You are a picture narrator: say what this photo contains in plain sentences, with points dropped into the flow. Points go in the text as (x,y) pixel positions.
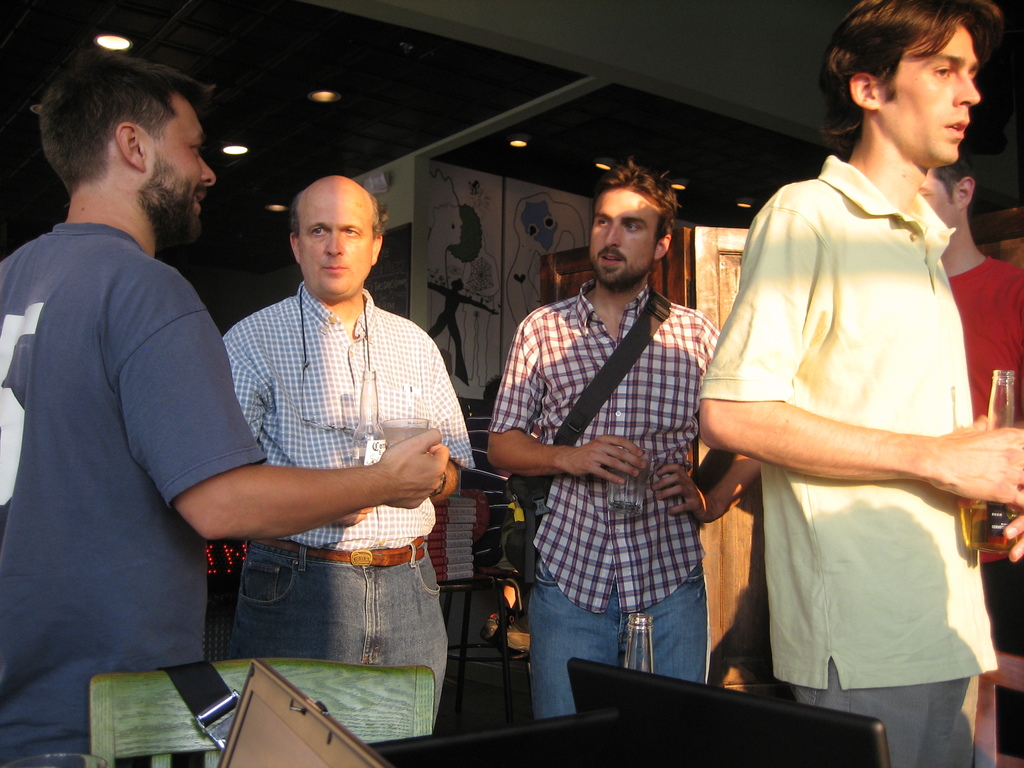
In this image we can see people (937,500) are holding glasses (387,431) and bottles (982,529). In-front of them there is a chair (357,703) and monitors (572,728). Background (493,210) there are ceiling lights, wall (522,286), table (476,589), books (434,552) and things (227,601). On that wall (430,247) there is a painting (481,329).
